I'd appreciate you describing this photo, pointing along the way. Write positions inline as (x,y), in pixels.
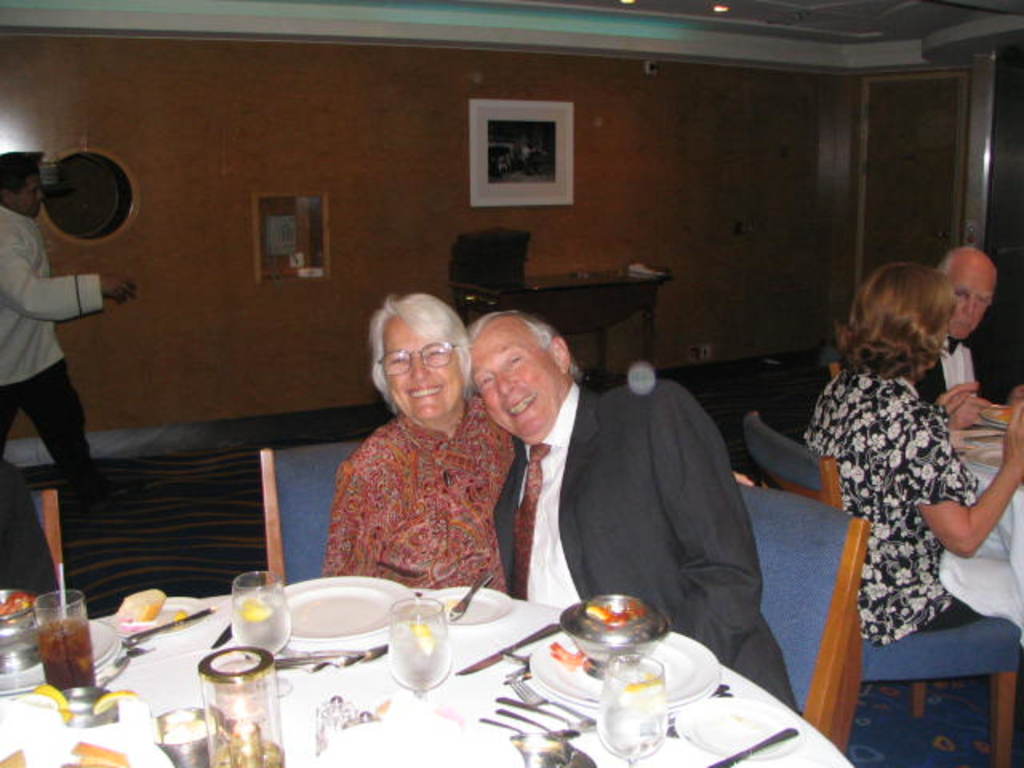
In the image there are group of people (647,531) sitting in front of the table (389,679), there are a lot of food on the table (389,663) in the background (347,276) there is a brown color wall (353,272) and some posters (529,157) fix to the wall (335,286).
